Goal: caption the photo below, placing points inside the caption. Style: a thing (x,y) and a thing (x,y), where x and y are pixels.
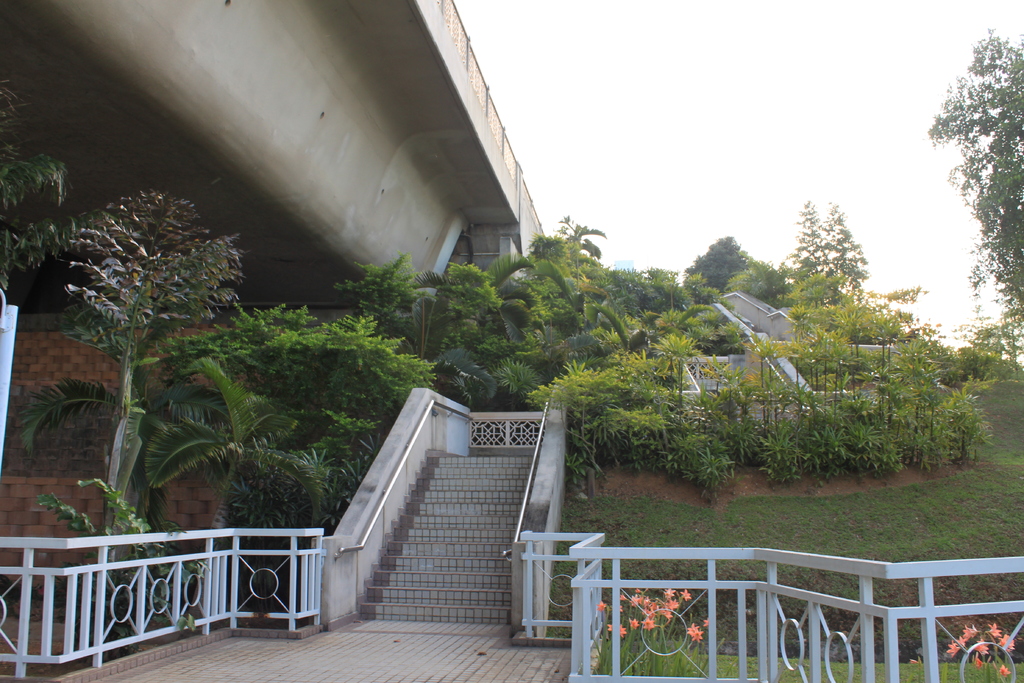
In this picture I can see the railings (0,542) and steps (430,529) in front (540,622) and in the middle of this picture (437,341) I can see number of plants (911,423), few flowers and the grass (664,534). On the top of this picture (263,122) I can see the bridge (428,137), sky (583,127) and few trees (999,238).
